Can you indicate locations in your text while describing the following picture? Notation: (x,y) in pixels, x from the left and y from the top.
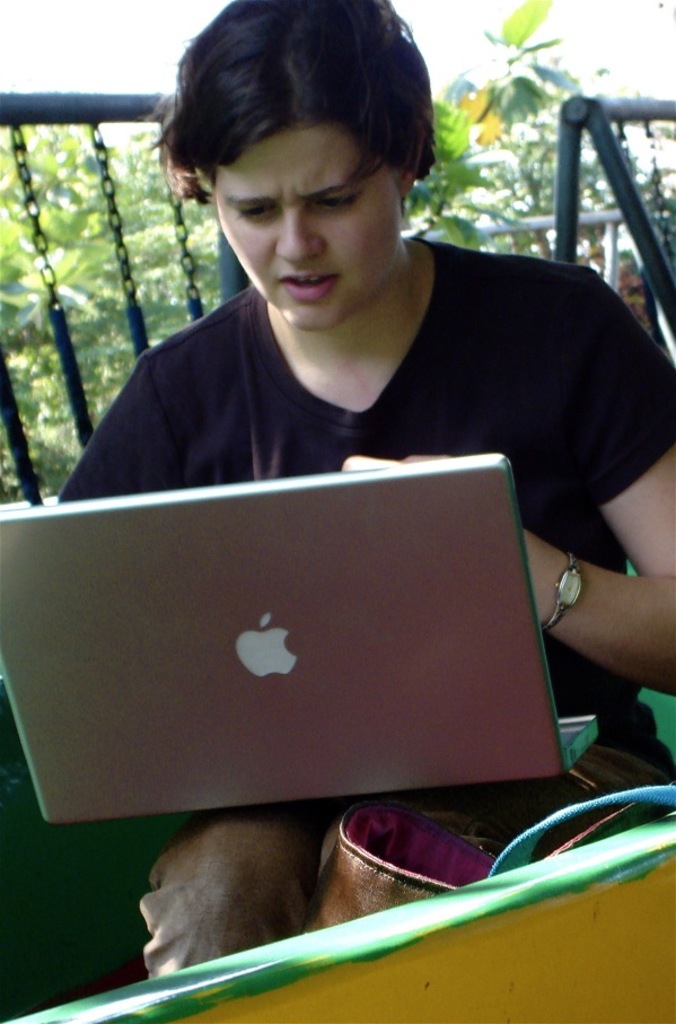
In this image there is a woman (441,360) who is working with the laptop (334,644). In the background (104,174) there is a fence (55,111). Behind the fence (72,101) there are trees (114,303).
